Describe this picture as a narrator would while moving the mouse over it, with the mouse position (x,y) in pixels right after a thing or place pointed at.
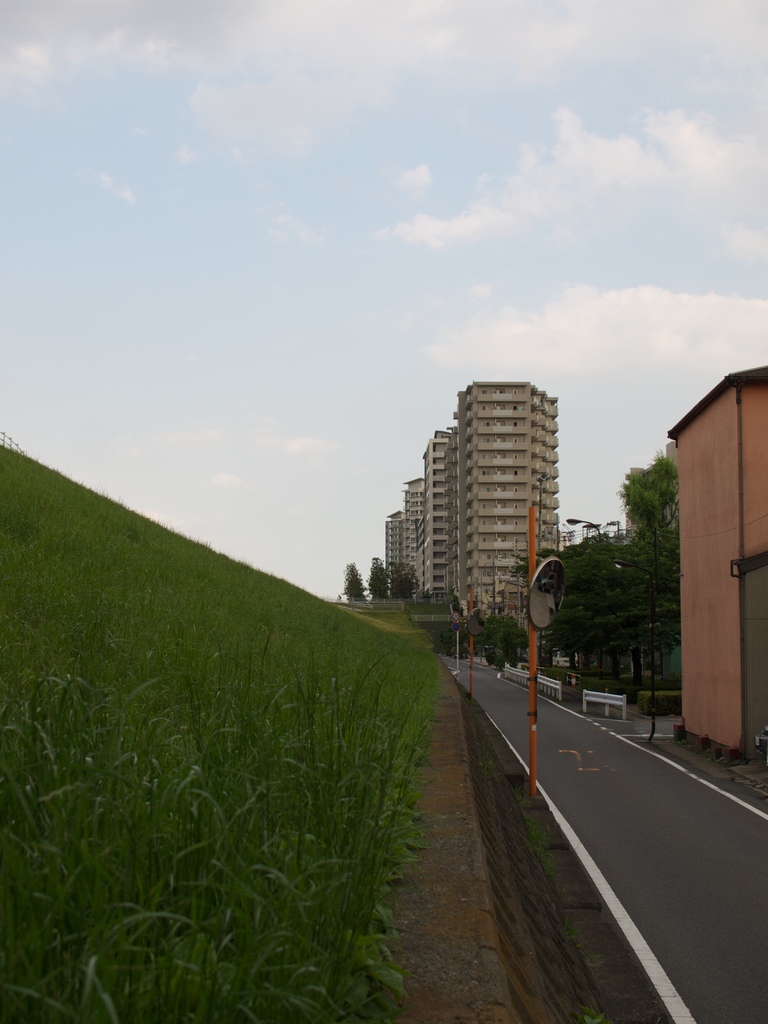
There is a road (604,802) in the given picture. To the side of the road (604,786) there are some poles (534,752) into the earth (549,833). And beside the poles (531,533) there is a grass (123,695) on the land (203,686). And on the right side of the road (591,748) there are some trees (620,582) and in the background (472,458) we can observe large buildings (475,541). Above the building (478,475) there is a sky (228,314) and clouds (560,338) located.
